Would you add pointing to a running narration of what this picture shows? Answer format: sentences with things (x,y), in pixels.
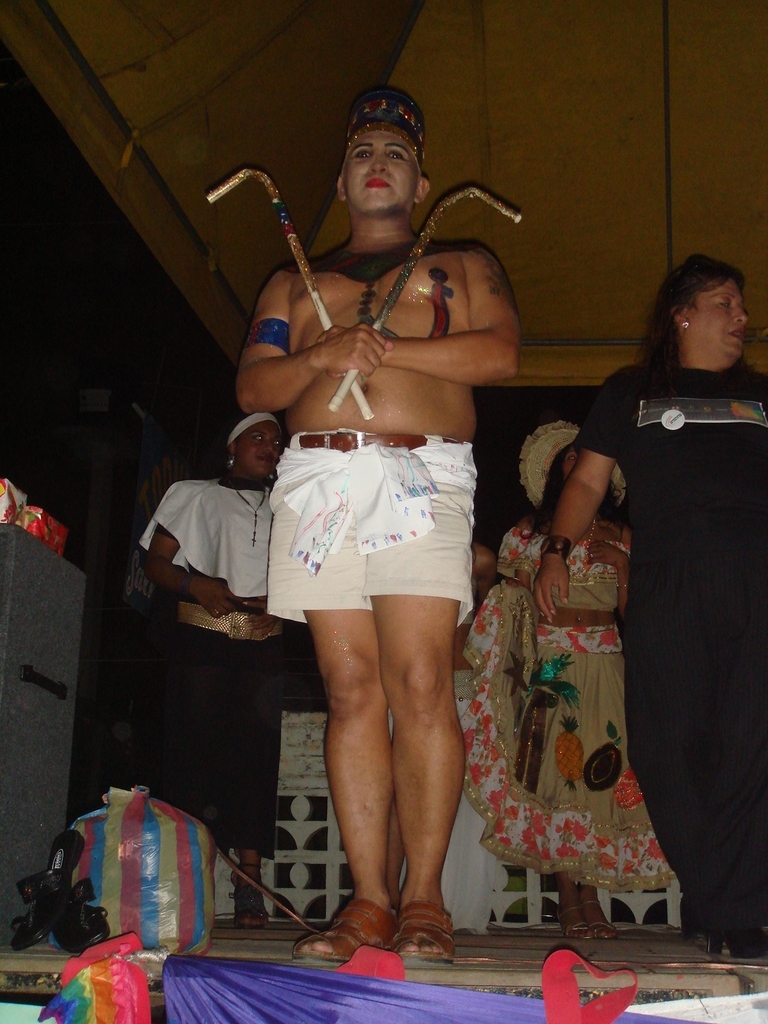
In this image, we can see people (619,377) and some are wearing costumes (376,554) and holding objects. In the background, there are clothes (121,949) and we can see a bag (180,845), a stand (13,566) and there are slippers (55,864) and some other objects (88,1010). At the top (437,97), there is a roof (474,100).
